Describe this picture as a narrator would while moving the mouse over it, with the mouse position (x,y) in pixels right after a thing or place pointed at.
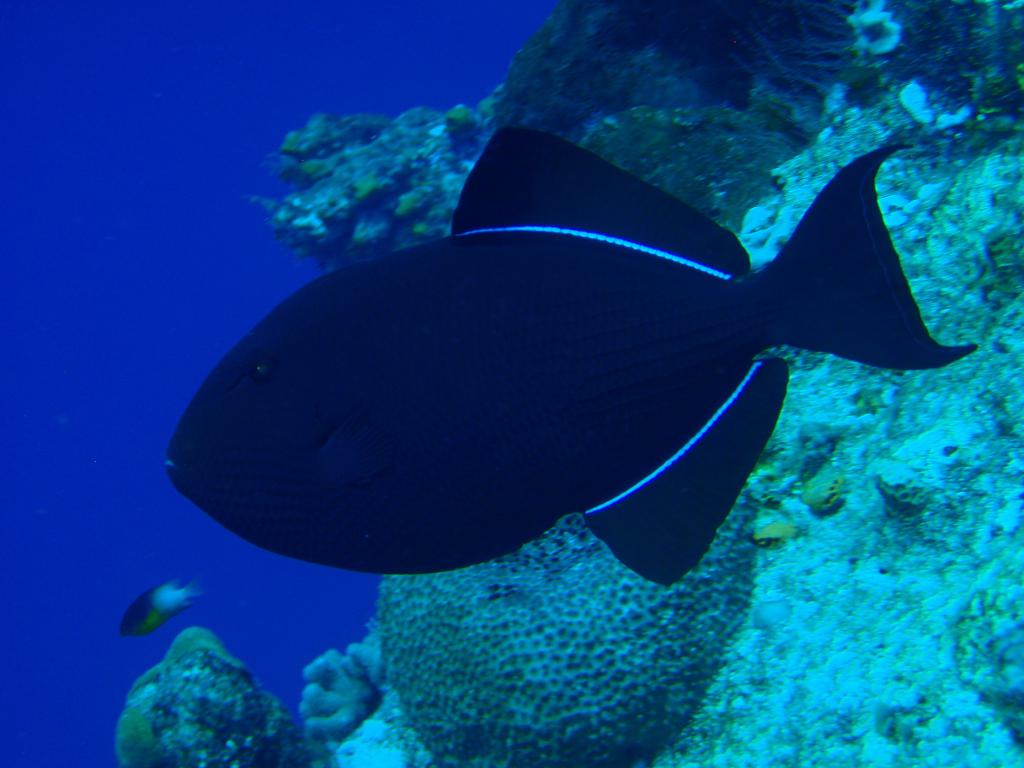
In the foreground of this image (472,467), there are fish (356,486) in the water (237,571). On the right (920,597) background (921,581), it seems like a water plant (858,609).
